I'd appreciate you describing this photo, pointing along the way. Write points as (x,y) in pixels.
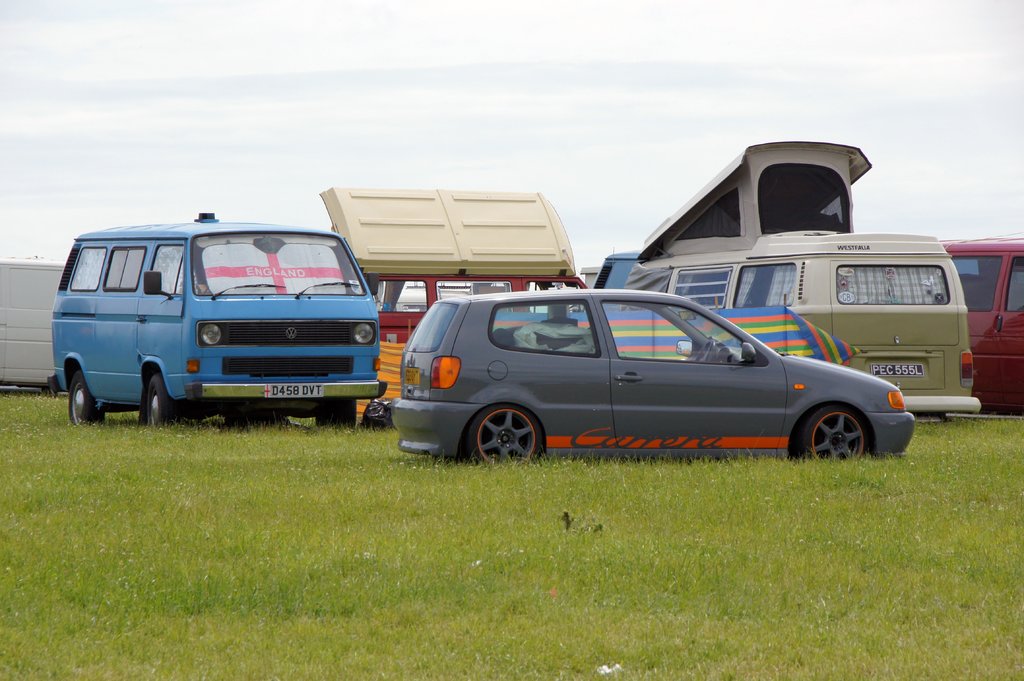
Here we can see vehicles (393,332) on the grass (519,549). In the background (488,182) we can see clouds (456,170) in the sky (548,163).
